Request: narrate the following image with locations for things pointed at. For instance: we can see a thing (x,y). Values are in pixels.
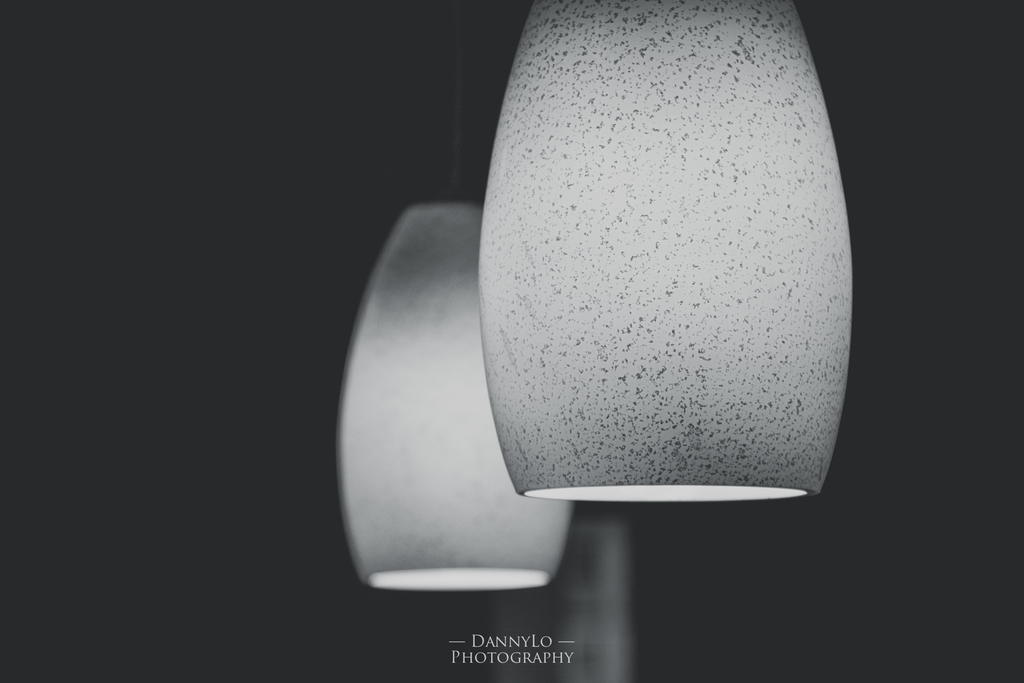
In the middle of the picture (644,357) we can see decorative objects (572,247) looking like light (549,408). Around them it is dark. At the bottom (497,648) there is text (473,637).
